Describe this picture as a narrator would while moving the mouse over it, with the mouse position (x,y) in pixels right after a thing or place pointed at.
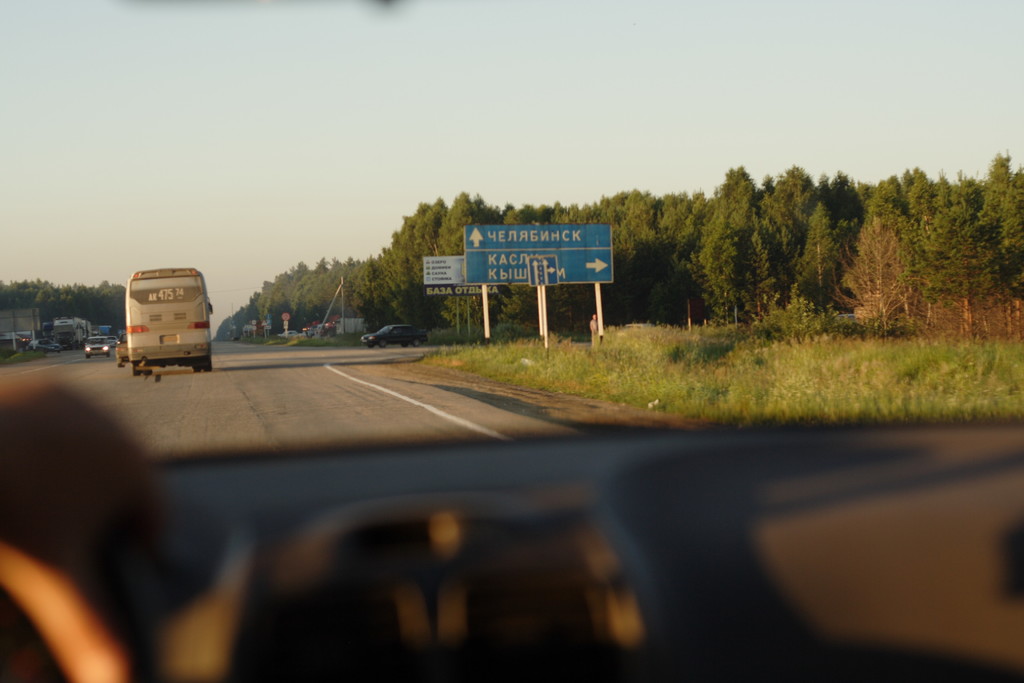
In this image we can see there are vehicles (190,362) on the road (296,372). At the side there are trees (361,293), signboards (445,286), poles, grass (721,353) and the sky (492,88).
